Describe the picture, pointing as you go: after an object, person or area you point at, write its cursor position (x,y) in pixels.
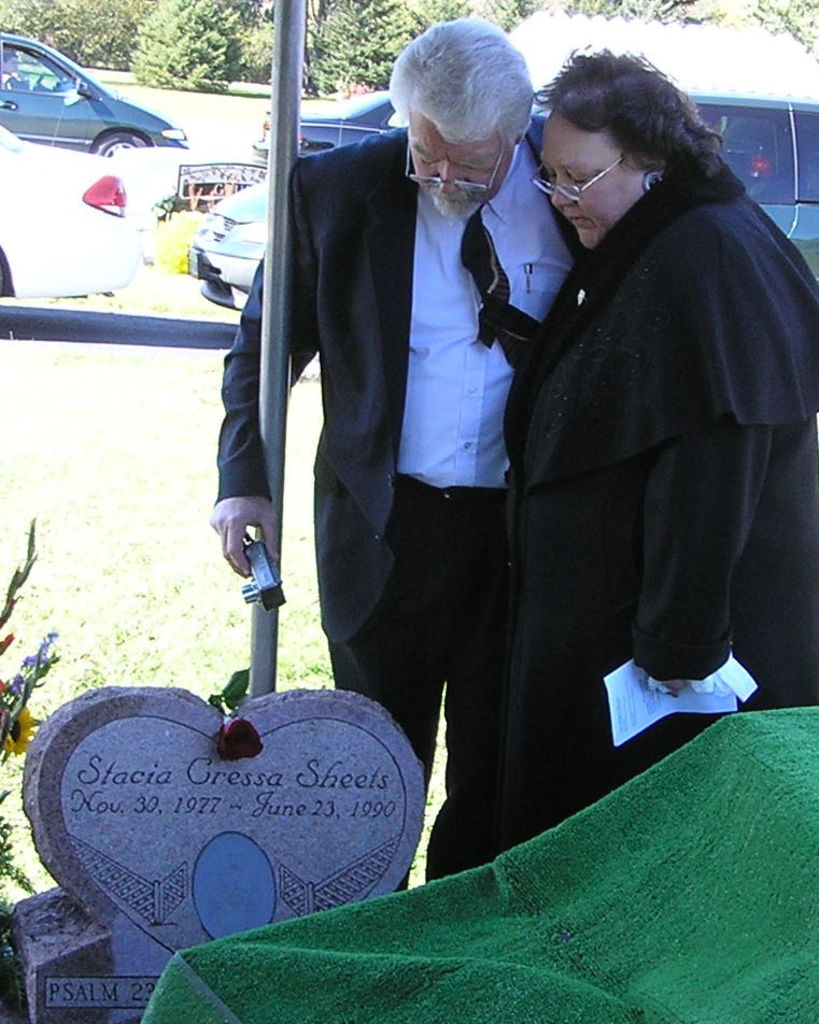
In the background (134,195) we can see trees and vehicles (16,63). We can see a pole (270,246). We can see a man (470,246) and a woman (681,230) standing near to a pole (282,10). They both wore spectacles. On the stone (394,773) we can see there is something written. On the right side of the picture (738,863) we can see green carpet (737,874).
